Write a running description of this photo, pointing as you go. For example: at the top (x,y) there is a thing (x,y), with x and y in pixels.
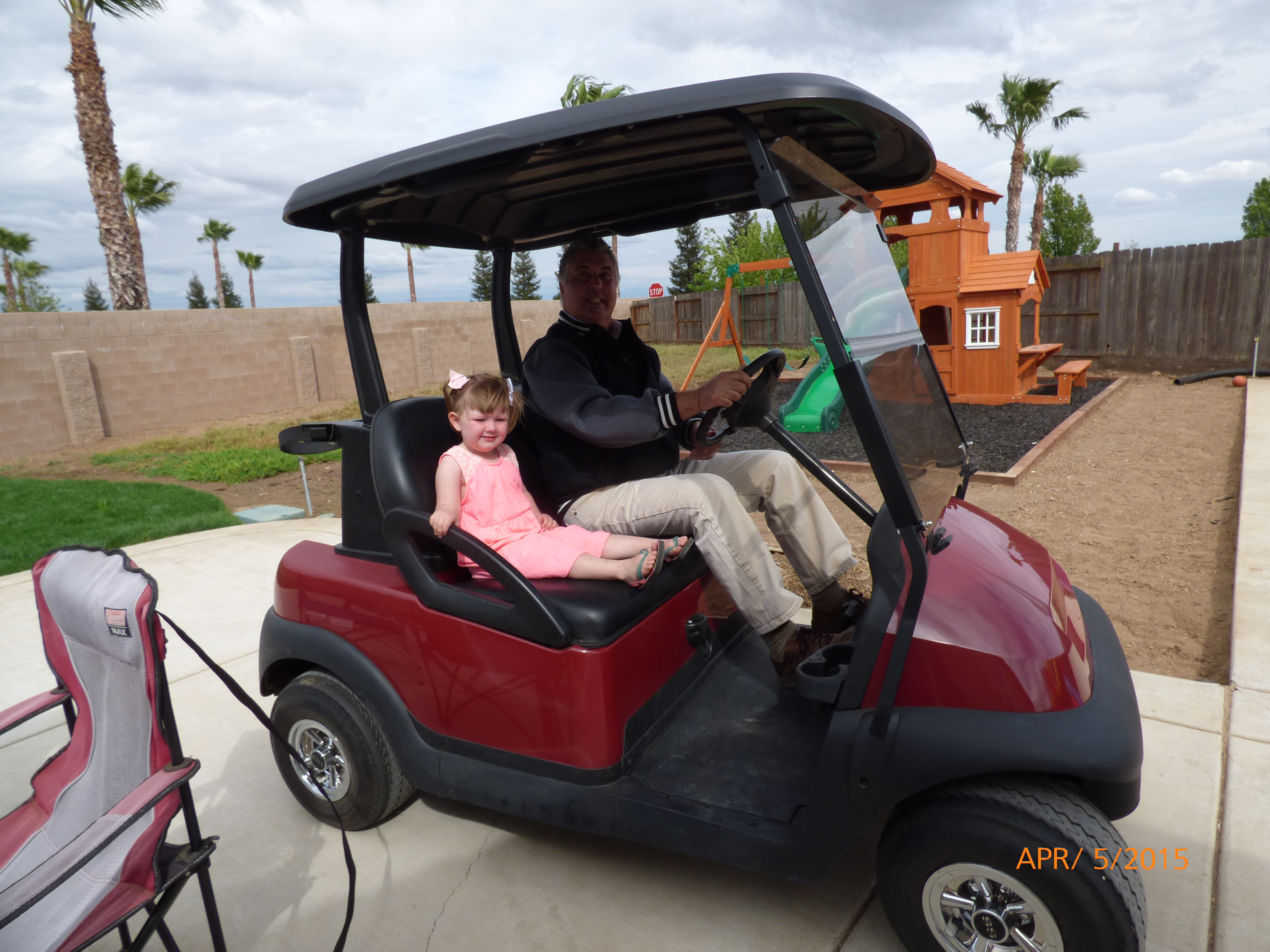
In this picture I can see two persons (694,475) riding a vehicle (471,583), there is a chair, there is garden play house (934,279), there is fence (1240,248), there are trees (1077,224), and in the background (878,66) there is sky (878,66) and there is a watermark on the image.
